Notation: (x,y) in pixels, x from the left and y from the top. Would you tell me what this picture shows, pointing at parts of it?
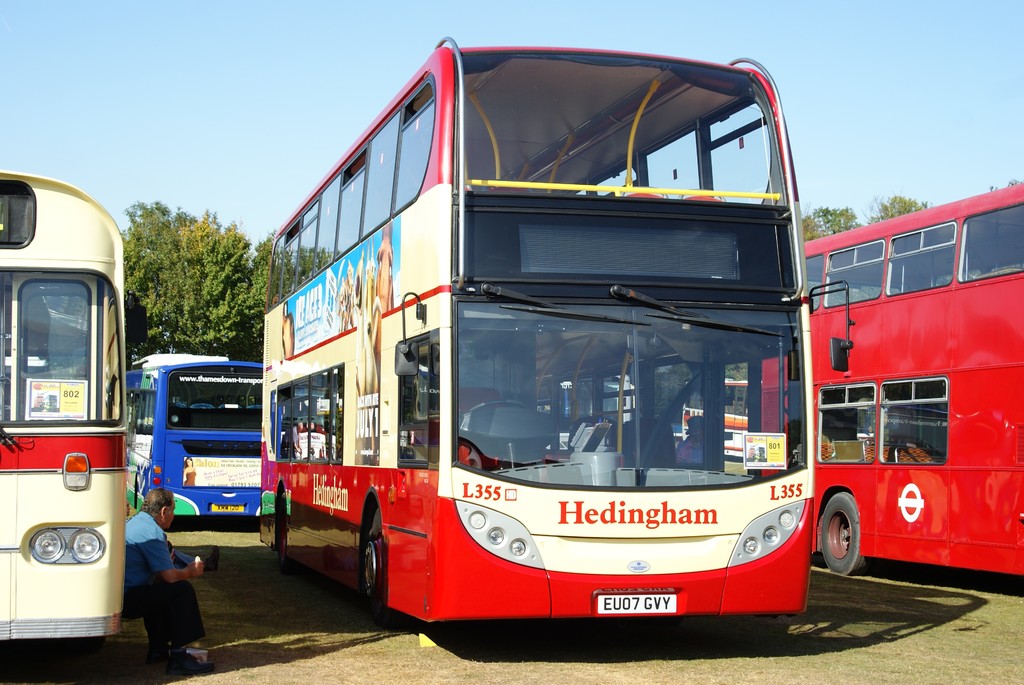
In this image we can see four buses (664,448). In the background (196,323), we can see trees (243,345). At the top of the image (776,5), we can see the sky (873,50). At the bottom of the image (496,663), we can see the land (903,665). On the left side of the image (158,555), we can see a man (153,525).
